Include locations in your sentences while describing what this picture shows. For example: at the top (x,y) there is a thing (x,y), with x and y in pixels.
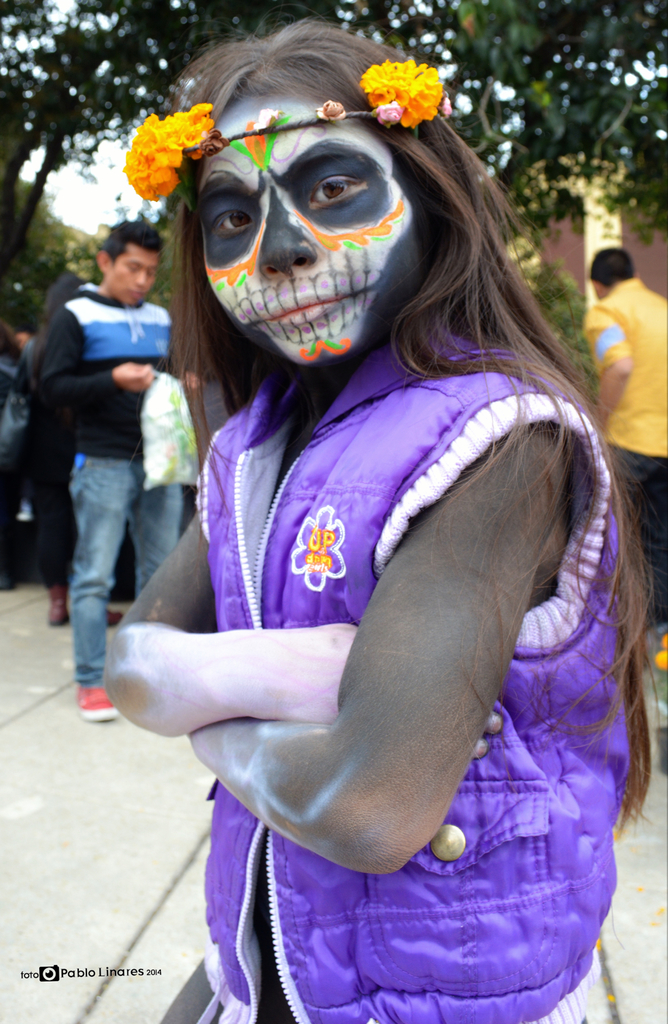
In this image we can see a person (318,390) with costume (352,507). In the back (140,386) there are few people (113,384). Also there are trees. In the background (108,191) there is sky (113,187).
